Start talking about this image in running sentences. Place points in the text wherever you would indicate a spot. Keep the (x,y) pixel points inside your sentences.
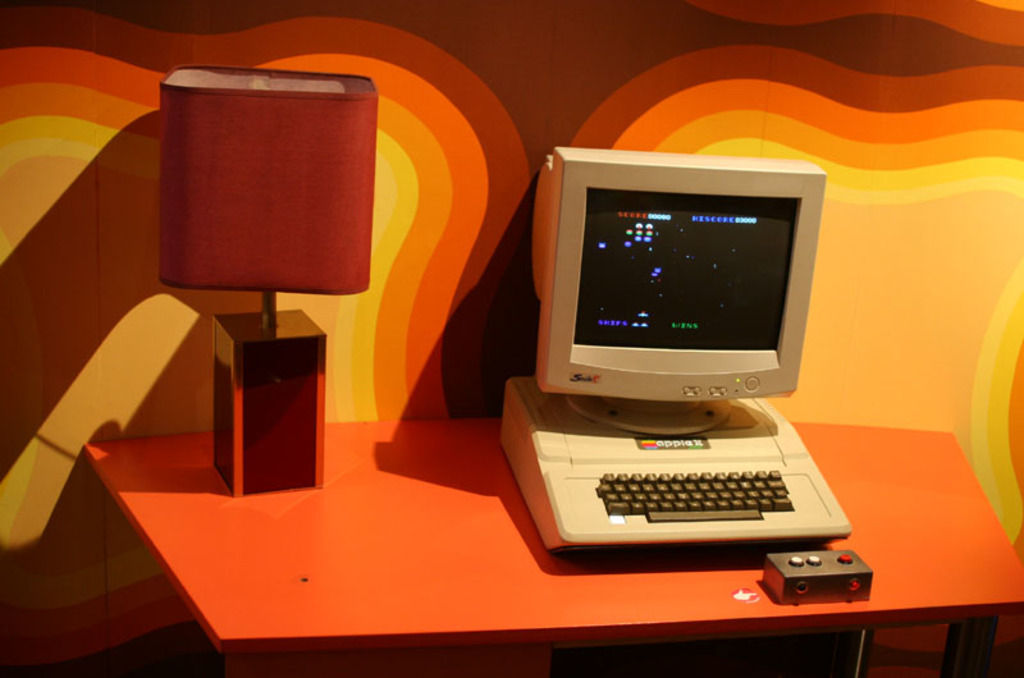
In this image we can see a table (386,570) where a computer (531,435) is placed on it and this is looking like a table lamp (348,199) which is also on this table (368,526).
